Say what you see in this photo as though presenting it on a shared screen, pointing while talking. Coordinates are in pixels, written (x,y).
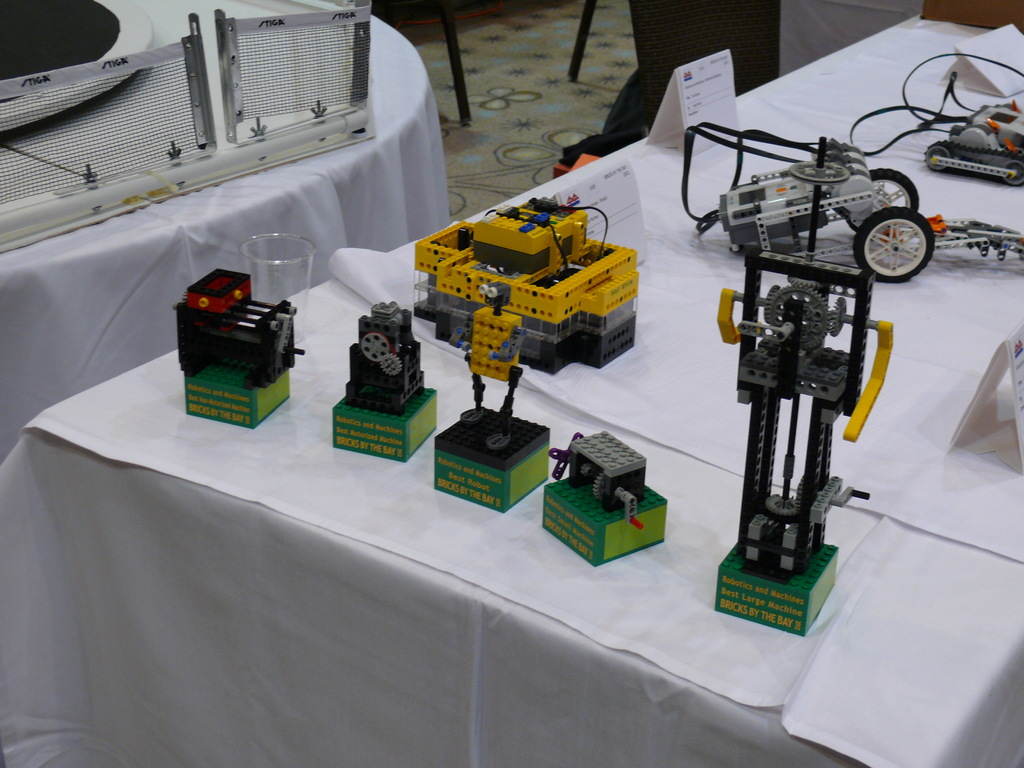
In the foreground (60,431) there is a table (161,565) covered with cloth (921,387). On the table (140,536) there are small machines (545,279) and name plates (616,192). On the left (204,20) there is a table (207,150), on the table (222,8) there are net (134,74) and other objects (100,50). At the top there are chair legs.
